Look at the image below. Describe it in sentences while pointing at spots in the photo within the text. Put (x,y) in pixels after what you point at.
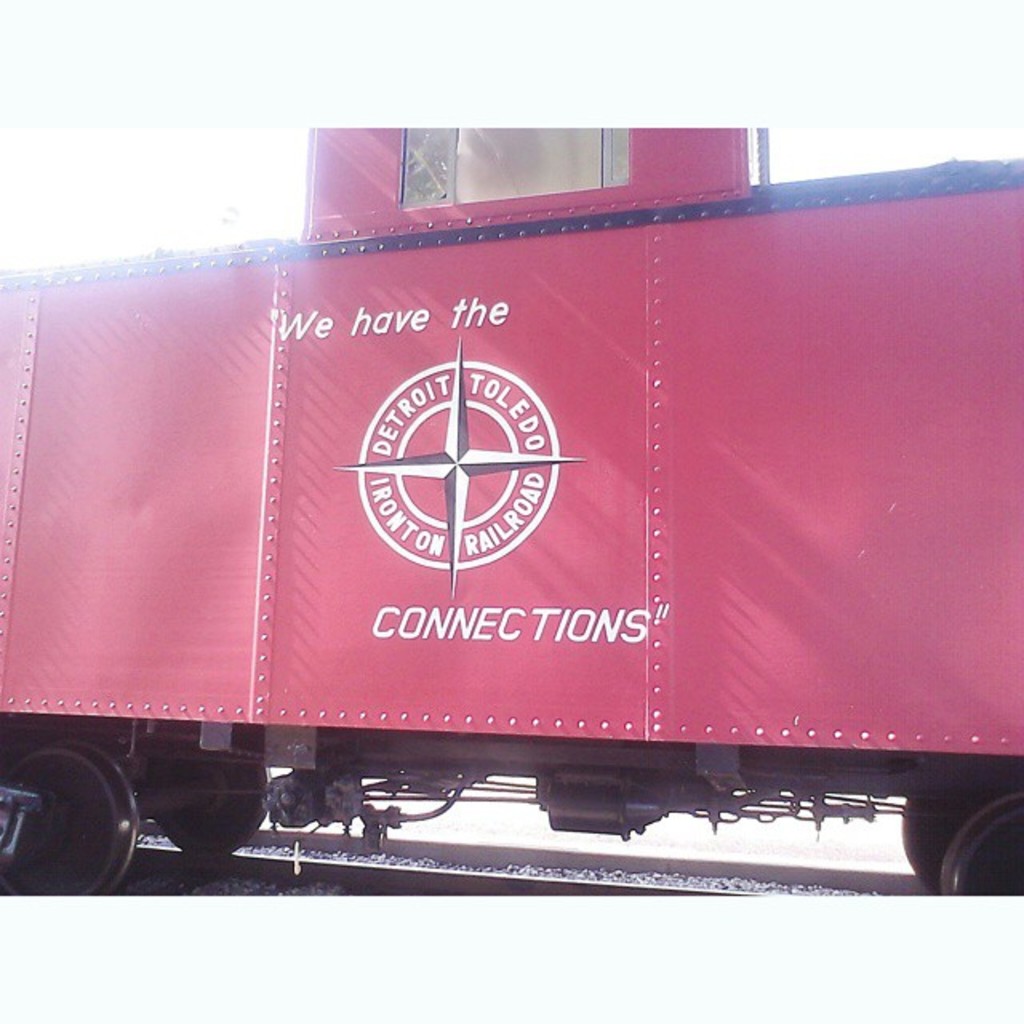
In this image, in the middle (668,433), we can see a train (319,531) which is in red color is placed on the railway track (392,882).
